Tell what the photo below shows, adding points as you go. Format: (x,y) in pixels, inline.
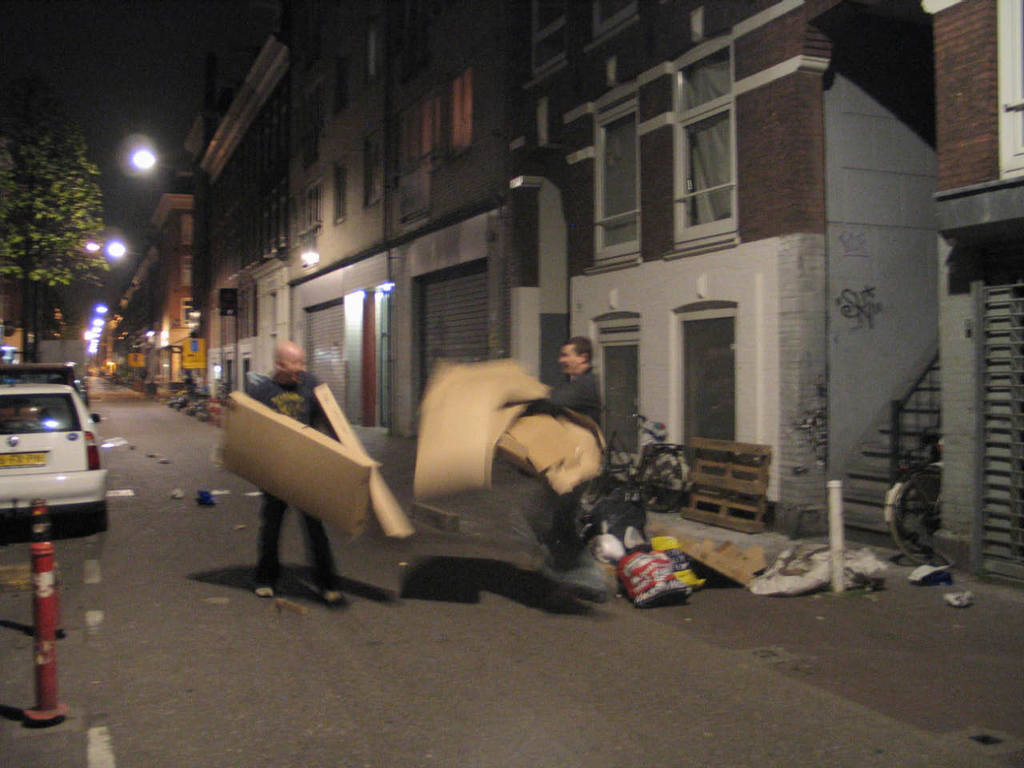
This image is clicked on the road (191,654). In the foreground (291,373) there are two men (292,399) standing. They are holding objects (423,463) in their hands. To the left (27,468) there are cars (45,403) parked on the road (182,675). To the right (709,184) there are buildings (410,177). In front of the building (304,246) there are street light poles (136,160). There is a tree (46,259) in the image. At the top (90,49) there is the sky (98,48).
